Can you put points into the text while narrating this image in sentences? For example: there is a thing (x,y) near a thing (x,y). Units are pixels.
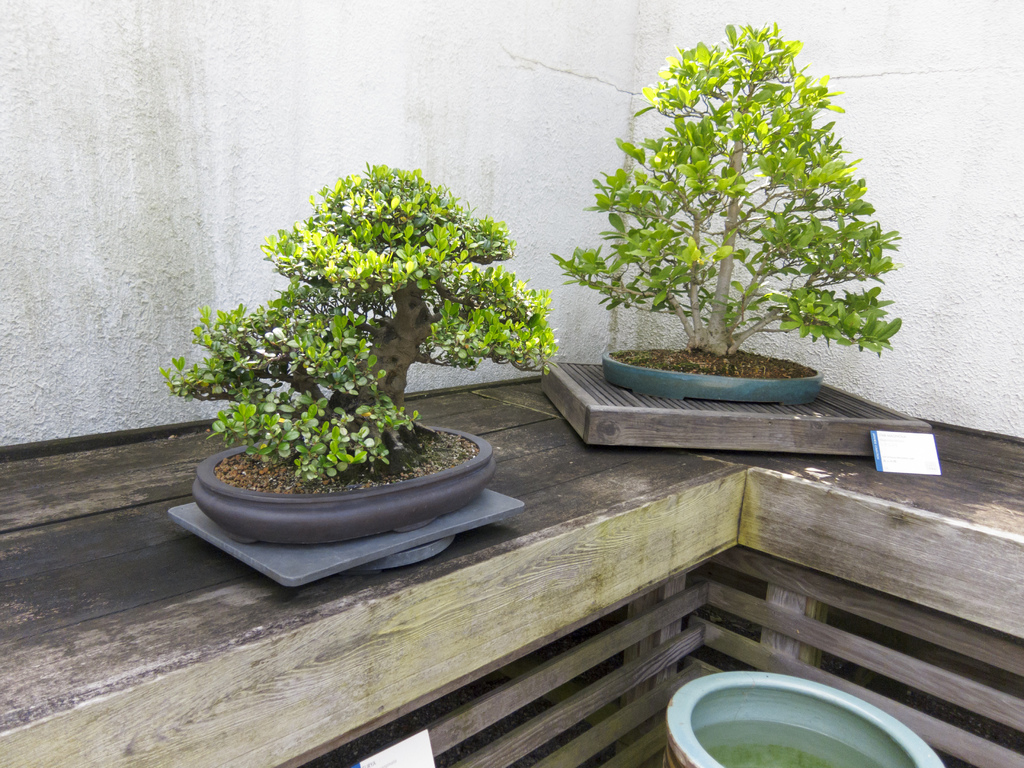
In this picture we can see a few house plants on a wooden surface (991,563). It looks there are card (927,446) visible on a wooden surface (579,659). We can see water (769,735) in a container (756,686). A wall (578,135) is visible in the background (618,311).
